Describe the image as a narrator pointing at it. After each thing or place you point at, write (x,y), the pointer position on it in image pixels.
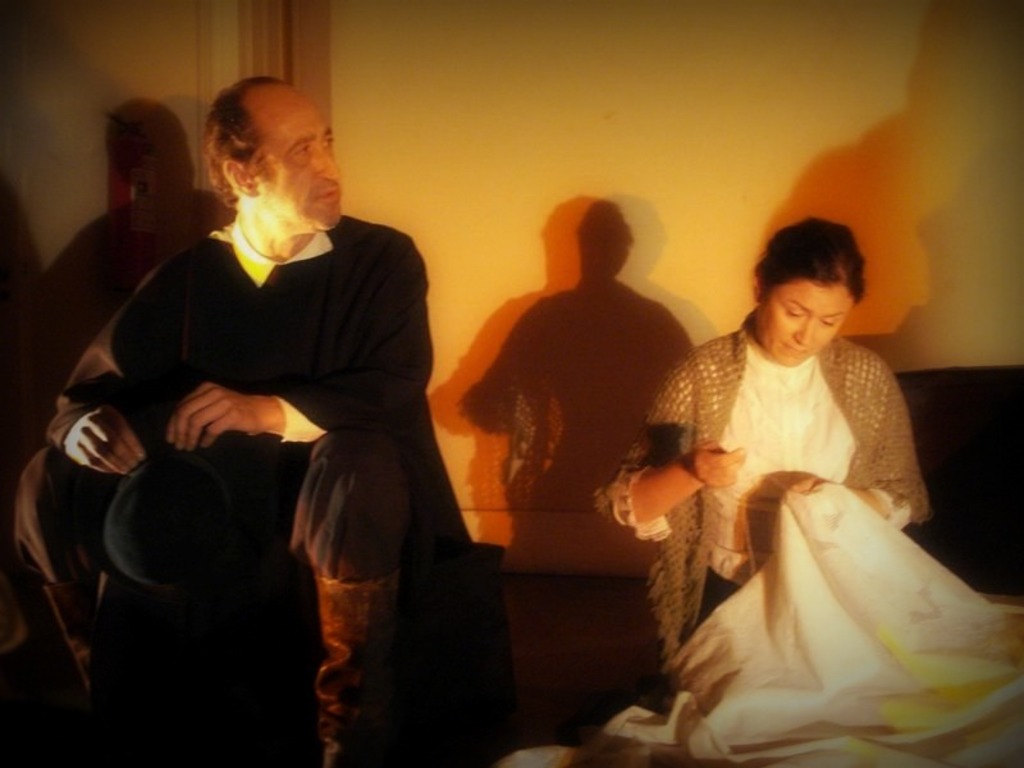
In this image, on the left side (336,575), we can see a man (257,402) sitting, on the right side (903,508) there is a woman (900,421) holding a cloth (881,558), in the background (963,215), we can see the wall (681,106) and we can see the shadow (589,252) of a man (392,637) on the wall (570,260).
